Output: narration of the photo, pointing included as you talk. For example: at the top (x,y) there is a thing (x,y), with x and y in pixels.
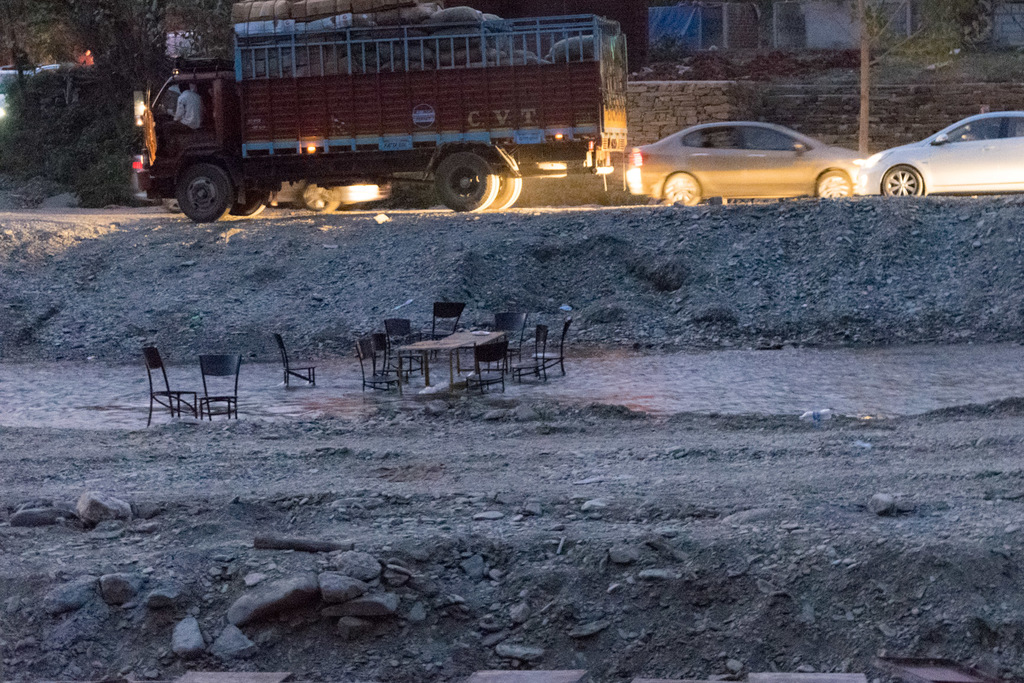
In this picture there is a lorry (532,159) and some cars (992,168) are moving on the road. In the front (397,355) there is a table (451,337) and chairs (502,346), placed in the water (411,397). In the front (364,638) bottom side we can see some stones (520,611) on the ground (675,619).
